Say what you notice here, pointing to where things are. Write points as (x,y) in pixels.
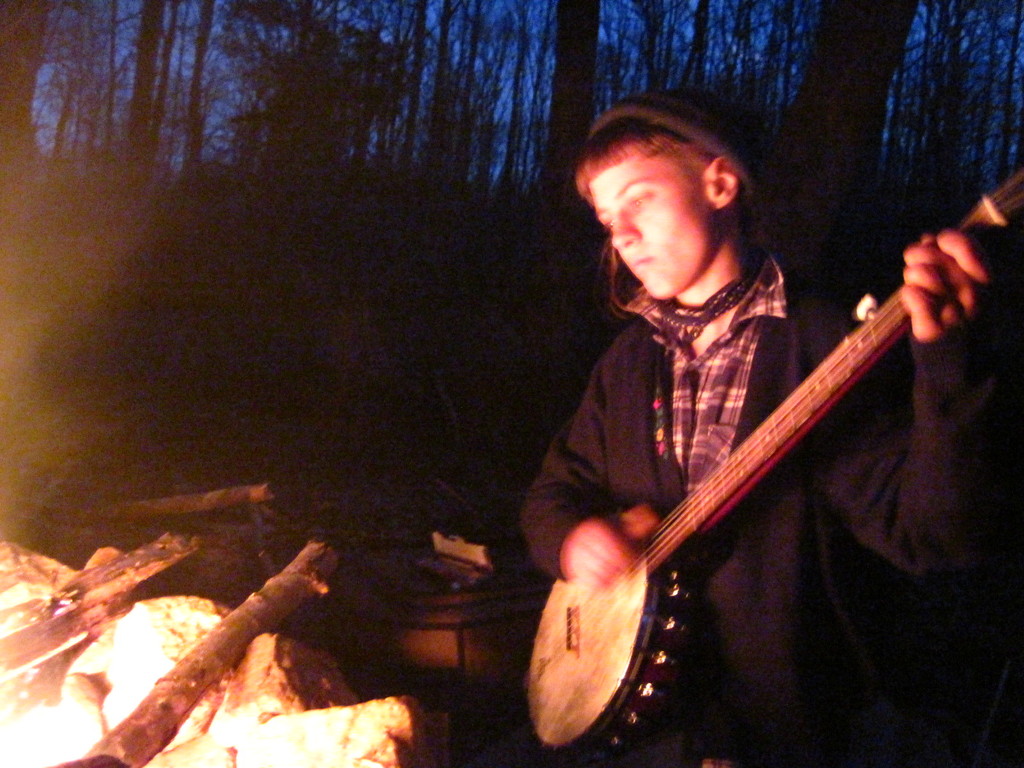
In this image a person (781,370) is playing banjo (768,443). It is looking like it is a forest (241,207). In front of him there is fire (125,642).
